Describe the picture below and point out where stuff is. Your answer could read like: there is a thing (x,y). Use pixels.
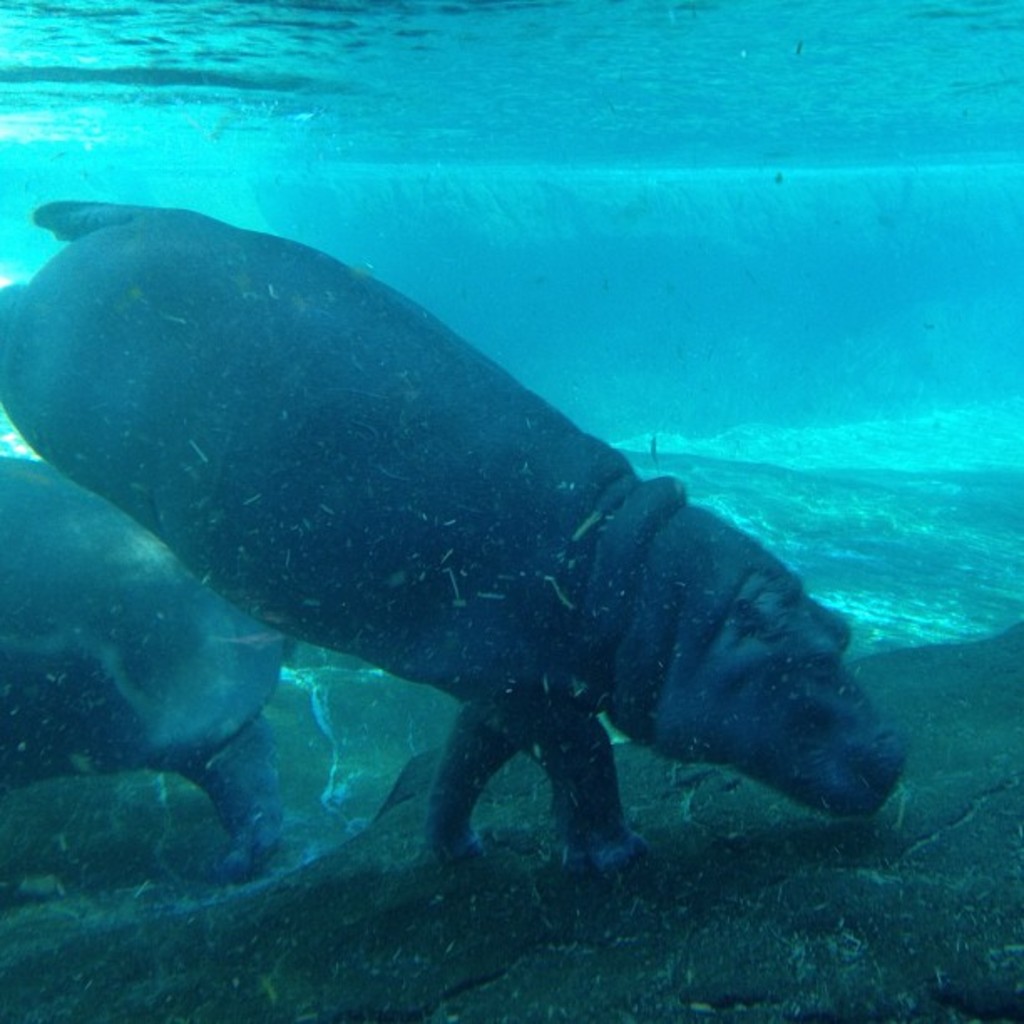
In this image we can see the animals (373,488) in the water (308,61). At the bottom (758,875) we can see the rock surface (757,900).
